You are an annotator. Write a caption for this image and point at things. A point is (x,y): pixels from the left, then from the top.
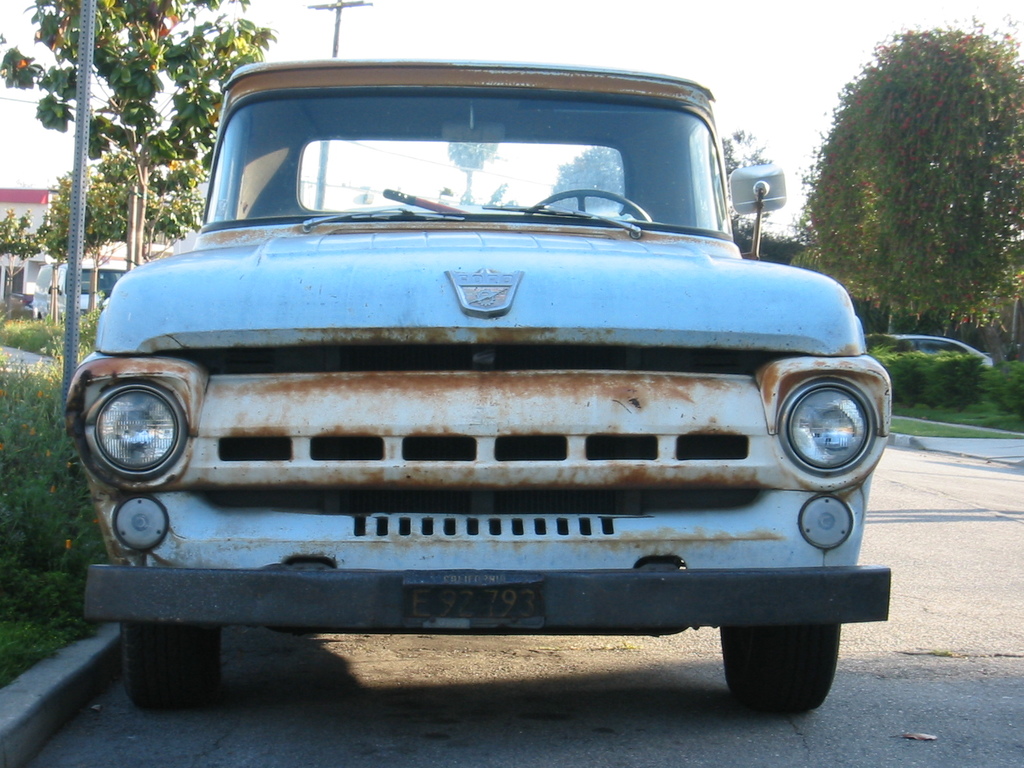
In this image we can see there is a car (437,512) on the road (225,661). On the right (848,200) and left side of the image (25,383) there are trees (863,208) and plants (17,372). On the left side (19,300) there is a building (3,219), in front of the building (32,267) there is a car (86,292) parked. In the background (561,39) there is a sky (523,39).
